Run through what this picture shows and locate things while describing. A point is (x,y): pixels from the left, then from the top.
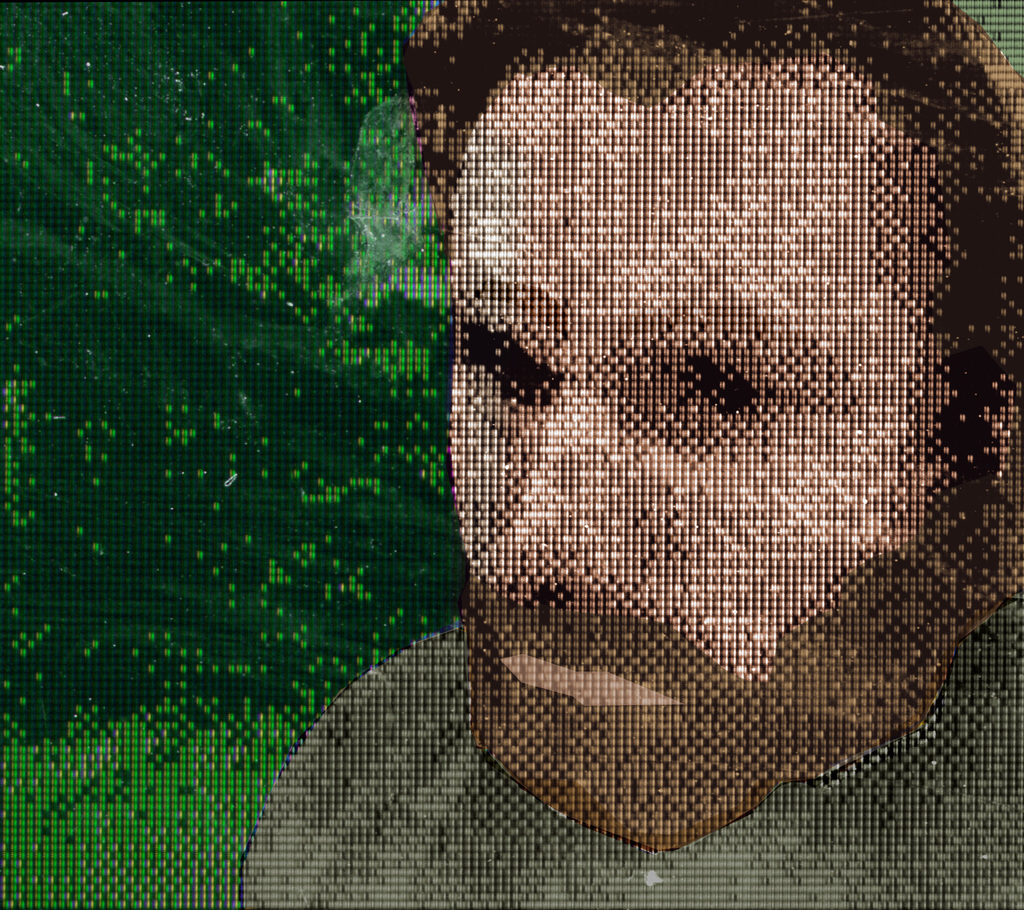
In this image, we can see depiction of a person (763,439) on the green background.
